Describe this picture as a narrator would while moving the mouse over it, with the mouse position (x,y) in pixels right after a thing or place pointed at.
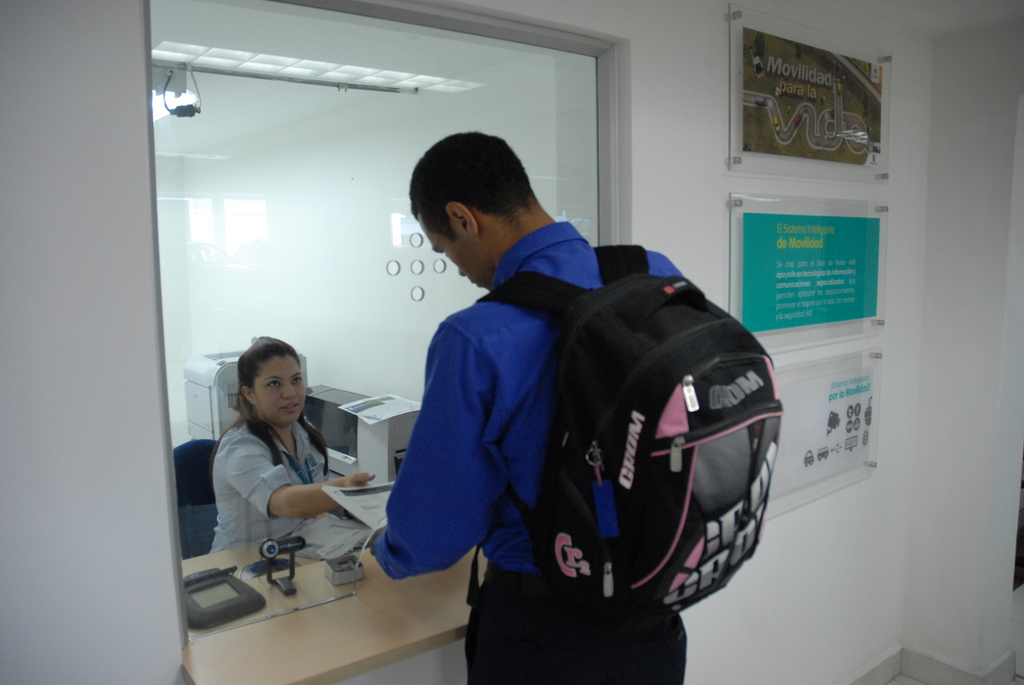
In this picture, there is a man (449,556) standing at the counter (411,599). He is wearing a blue shirt (517,352), black trousers (512,634) and carrying a bag (663,573). He is also holding a paper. Before him, there is a woman (268,492) sitting on the chair (192,487). In between them, there is a glass (303,113). Towards the right (882,282), there is a wall (866,646) with frames (751,277).
